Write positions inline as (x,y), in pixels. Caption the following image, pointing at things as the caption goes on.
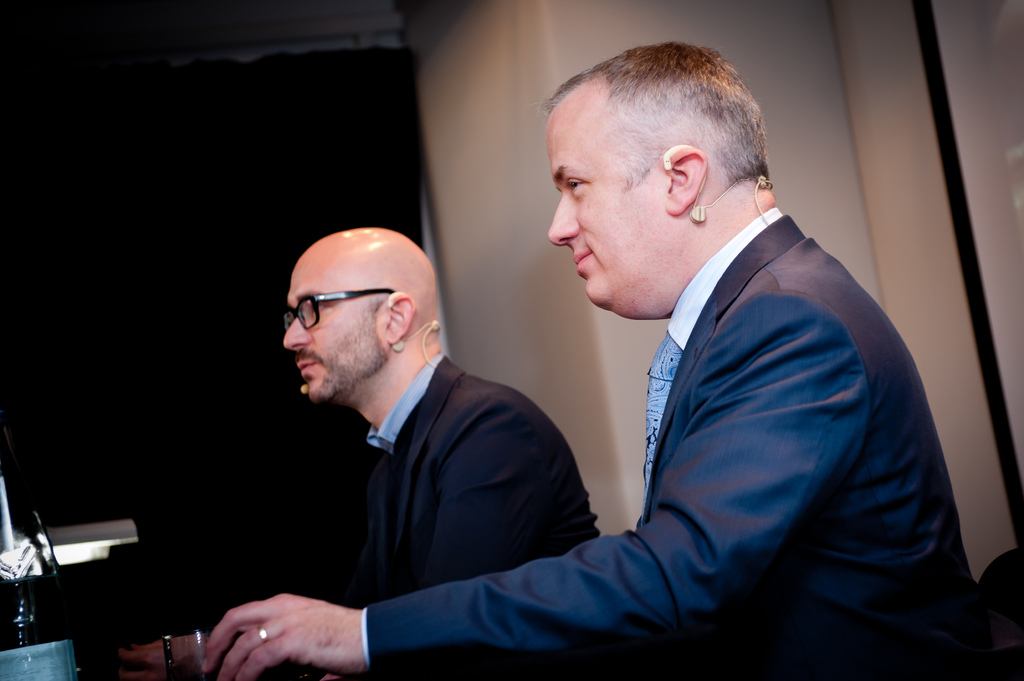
In this image we can see two persons (760,344) wearing headset mic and in front of them there is an object (87,532) and in the background (804,70), there is a wall (606,335).
